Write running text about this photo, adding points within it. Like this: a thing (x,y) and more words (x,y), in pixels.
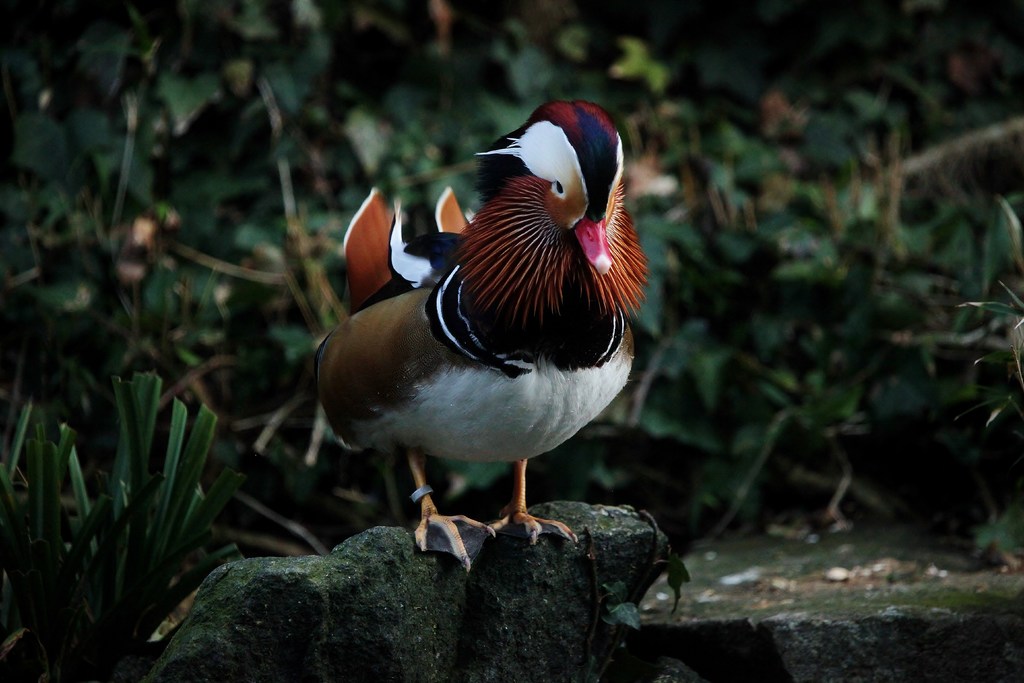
In this picture we can see a bird (440,200) standing on a rock (486,610) and in the background (376,26) we can see leaves (427,89).
